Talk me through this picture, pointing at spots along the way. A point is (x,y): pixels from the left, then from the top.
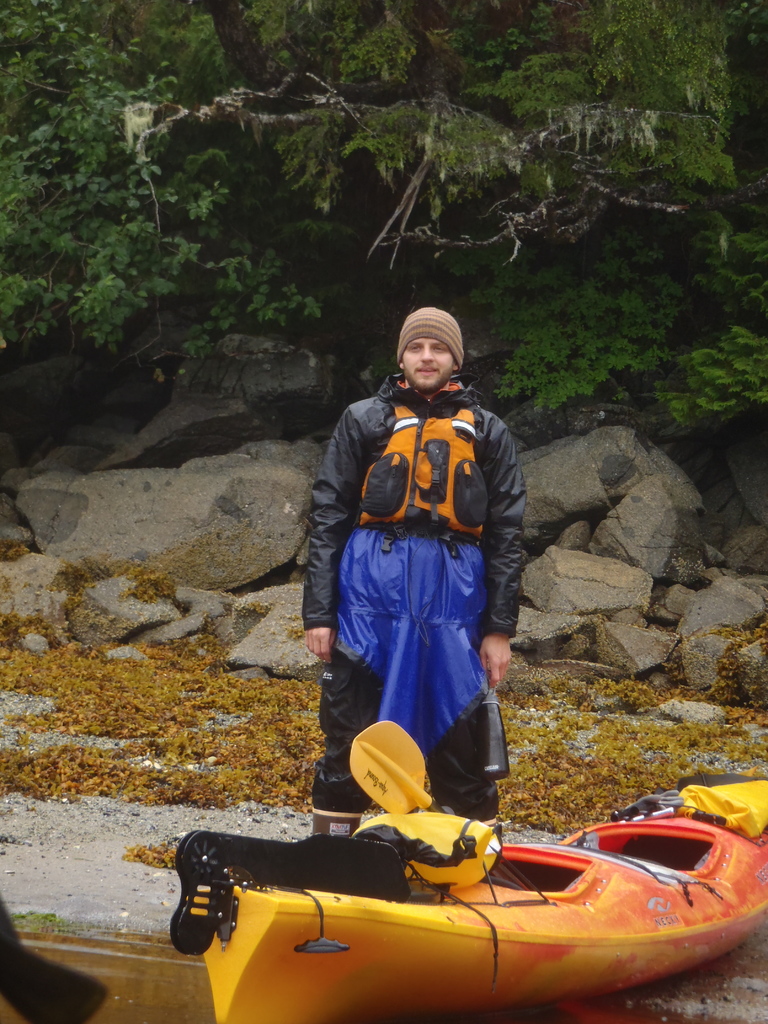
Here I can see a man (391,595) wearing a jacket (412,426), cap (434,322) on the head (443,382), standing, smiling and giving pose for the picture. Beside this man (443,710) there is a boat (518,924) on the ground (737,981). At the bottom of the image (142,1002) I can see some water (168,987). In the background (152,591) there are some rocks (215,436) and trees (406,96).
